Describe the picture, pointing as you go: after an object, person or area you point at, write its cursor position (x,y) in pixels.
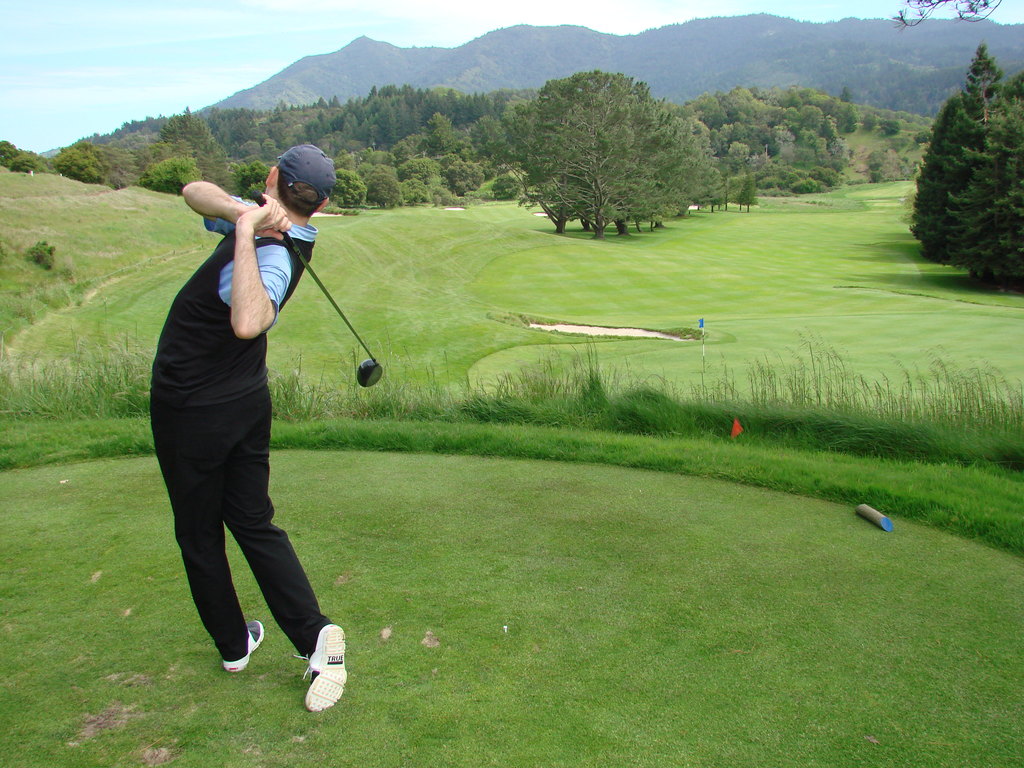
In the image we can see the person (242,343) standing, wearing clothes (243,403), cap (299,153) and shoes (339,651). Here we can see a golf bat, grass (381,350), trees (519,188), mountain (402,59) and the sky (356,21).
